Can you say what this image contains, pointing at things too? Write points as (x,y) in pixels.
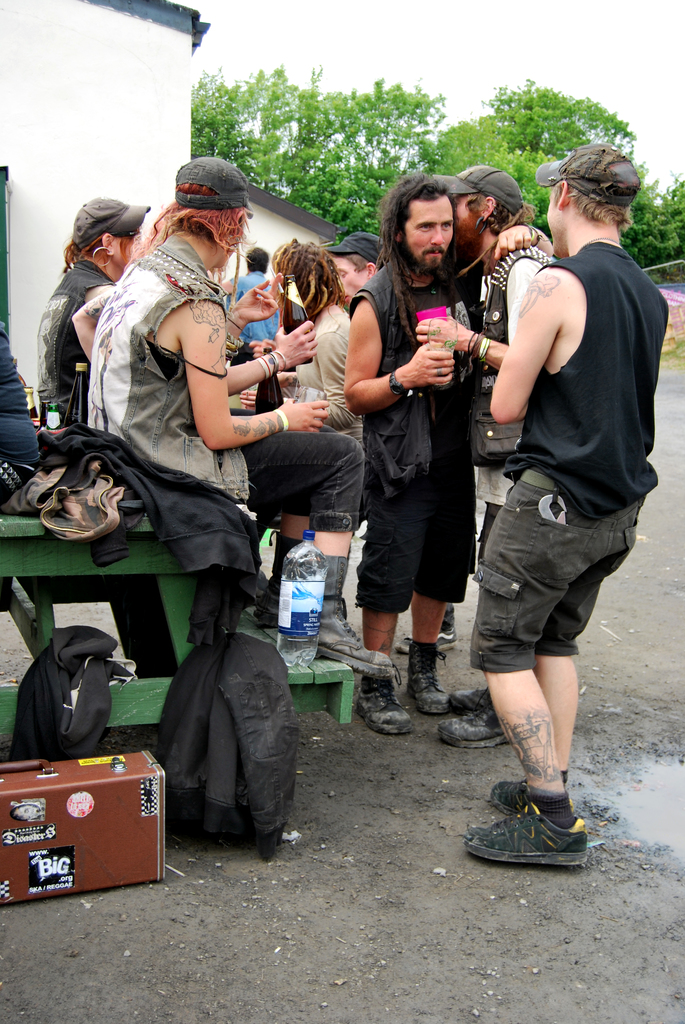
In this image we can see few people (312,313). Some are standing and some are sitting. Some are wearing caps (107,218) and holding something in the hands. Also there is a stand (76,549). On the stand (112,572) there are clothes (114,480) and bottle (282,611). Near to that there is a box (90,837) on the floor (107,909). In the back (303,121) there are trees (314,128) and a building (129,167). In the background (452,15) there is sky (498,79).
